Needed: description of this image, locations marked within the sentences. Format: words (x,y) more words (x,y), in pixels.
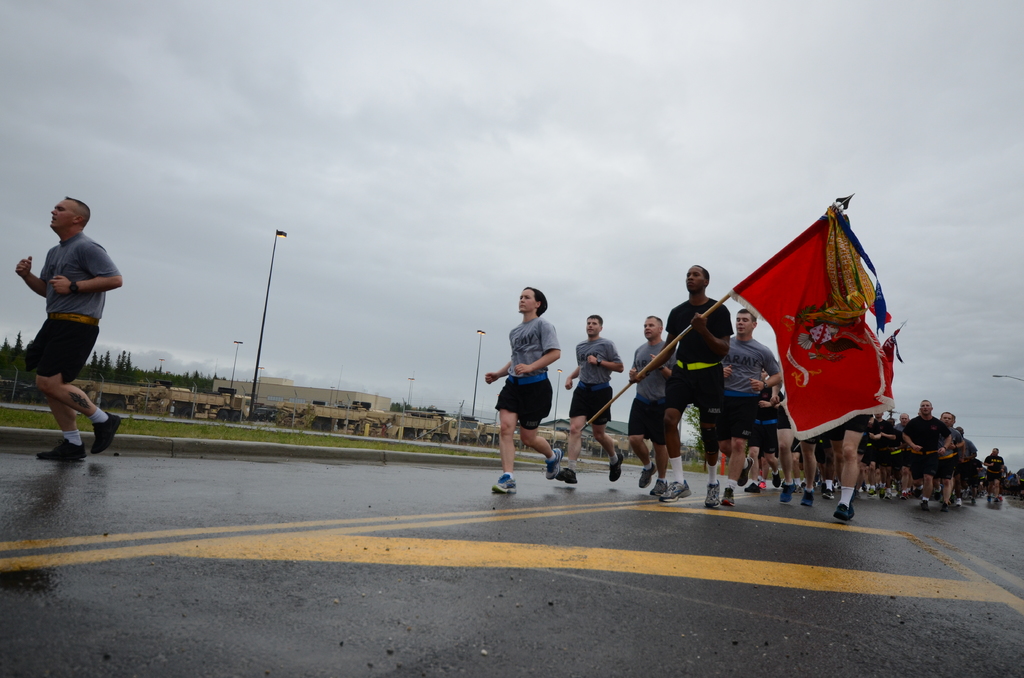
In this image there are so many people (945,432) running on the road (495,502) in which one of them (677,418) is holding flag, beside them there are buildings (270,401), trees (132,371) and poles (254,396).
